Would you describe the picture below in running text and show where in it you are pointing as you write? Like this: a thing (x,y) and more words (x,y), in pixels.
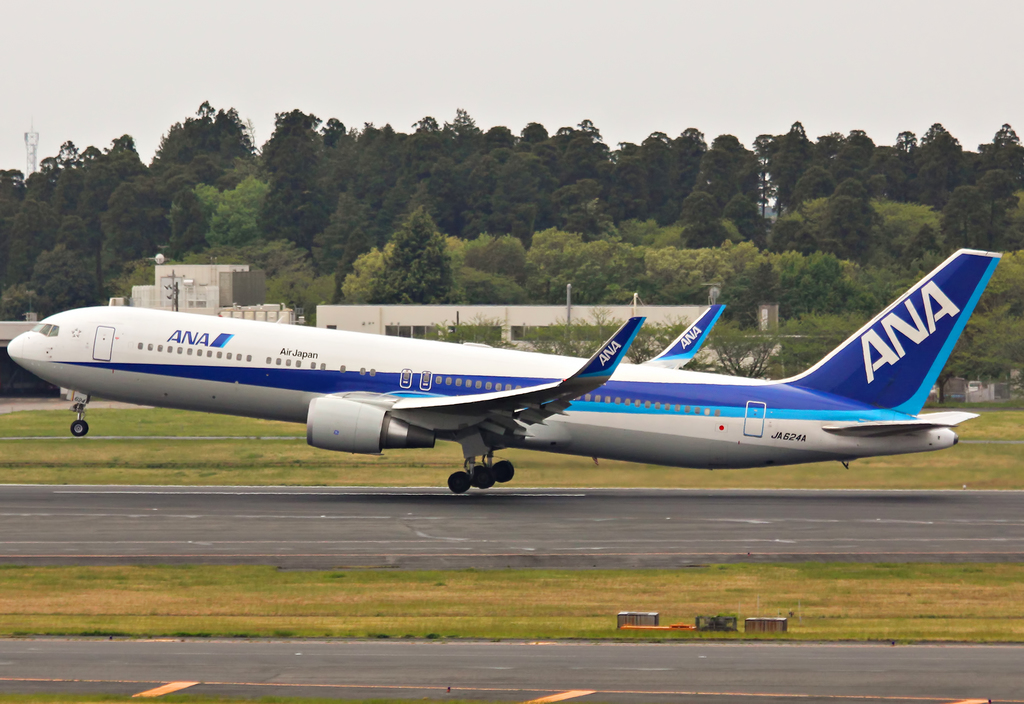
In the center of the image (451,348) there is a aeroplane (902,319). At the bottom of the image (54,666) there is road (329,664). There is grass (378,599). In the background of the image (281,258) there are trees (508,161).
